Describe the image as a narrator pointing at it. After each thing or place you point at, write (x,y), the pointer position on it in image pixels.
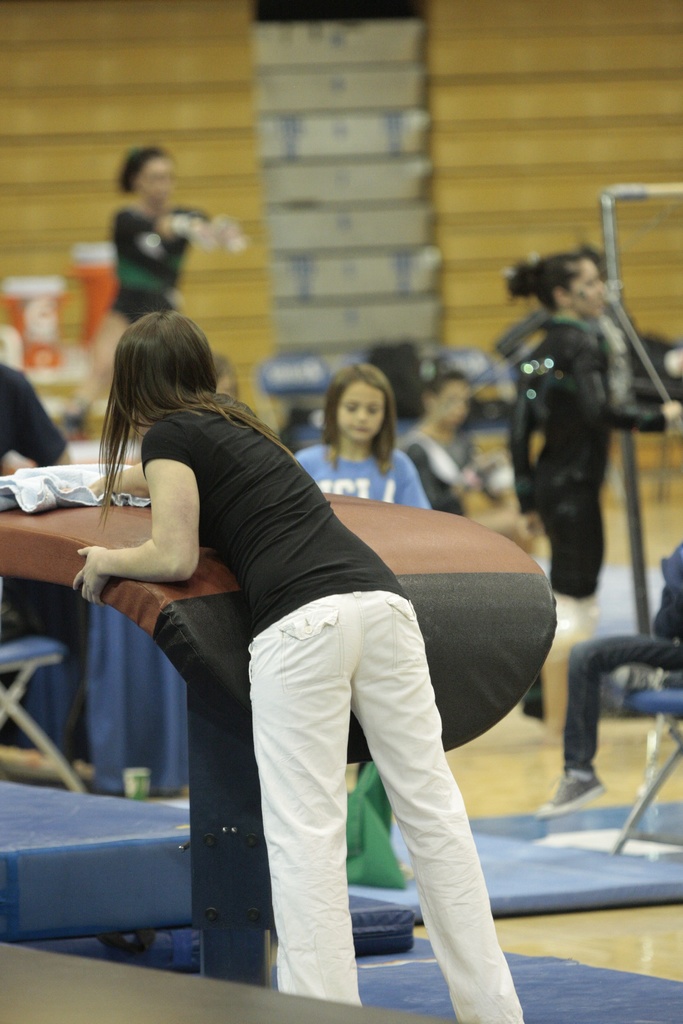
In this image there is a person (270,639) cleaning the vault (463,548). Behind her there are few other people (592,335). At the bottom of the image (607,937) there is a floor (630,935). There are mats (514,878). In the background of the image (380,89) there are stairs (328,177) and there are a few objects (53,308).
